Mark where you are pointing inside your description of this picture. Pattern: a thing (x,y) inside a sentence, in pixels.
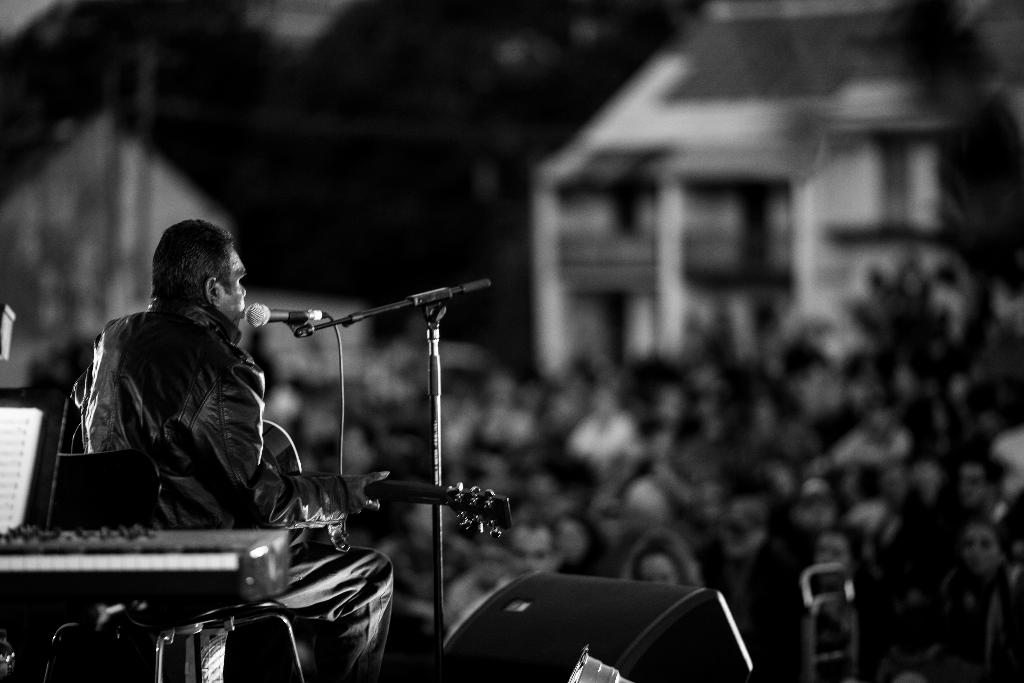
On the left side of the image (266,465) we can see one person (299,500) is sitting and he is holding a guitar (283,445). In front of him, we can see one stand (438,357), one speaker (527,583) and a microphone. Beside him, we can see a few other objects (190,587). In the background (64,197) there is a wall (825,256), pillar (809,256), few people (832,442) are standing and a few other objects (7,337).
